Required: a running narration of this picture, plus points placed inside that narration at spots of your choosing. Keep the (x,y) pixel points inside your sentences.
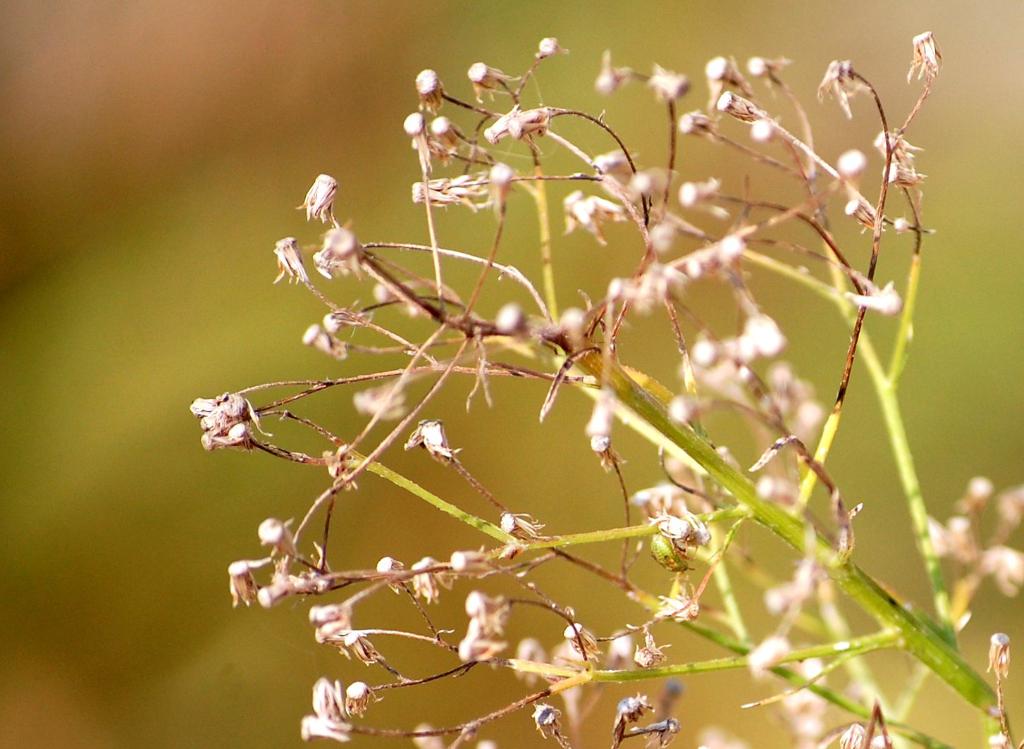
This image is taken outdoors. In this image the background (152,638) is a little blurred. On the right side of the image (694,486) there is a plant (925,658) with stems (962,691) and seeds (366,687).
